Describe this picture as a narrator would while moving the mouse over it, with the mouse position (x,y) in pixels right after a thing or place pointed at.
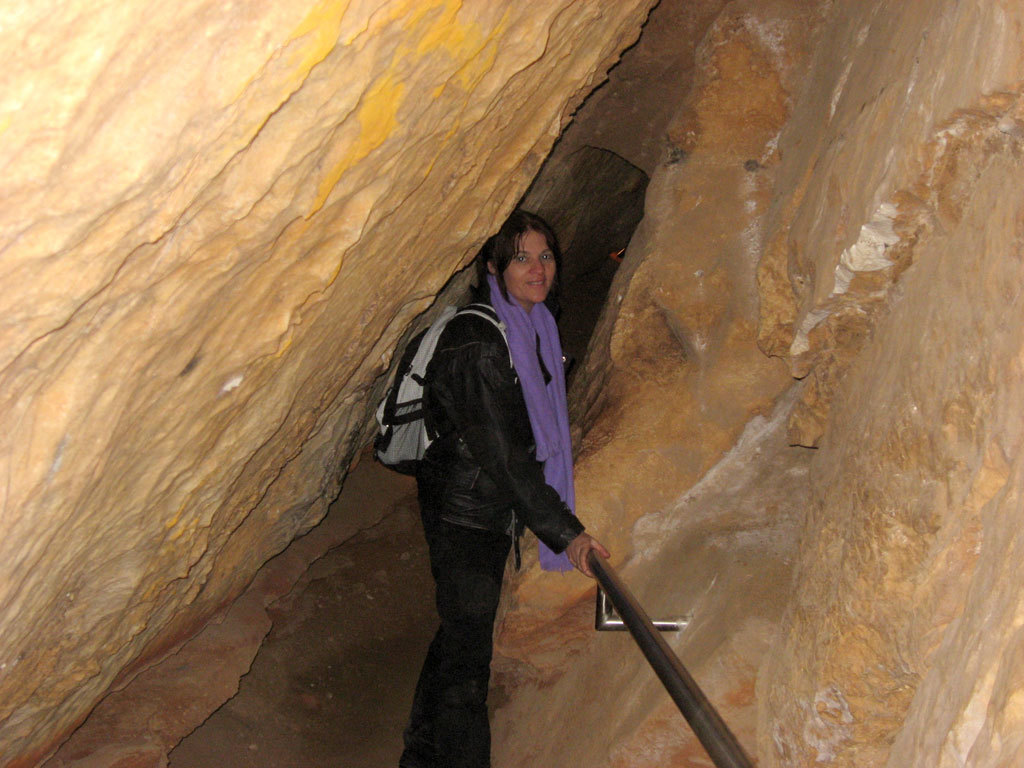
This is the picture of a cave (692,443). In this image there is a woman (485,289) standing and holding the handrail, she is standing inside the cave (394,365) and there is a hand rail (614,594) on the wall (665,745).
